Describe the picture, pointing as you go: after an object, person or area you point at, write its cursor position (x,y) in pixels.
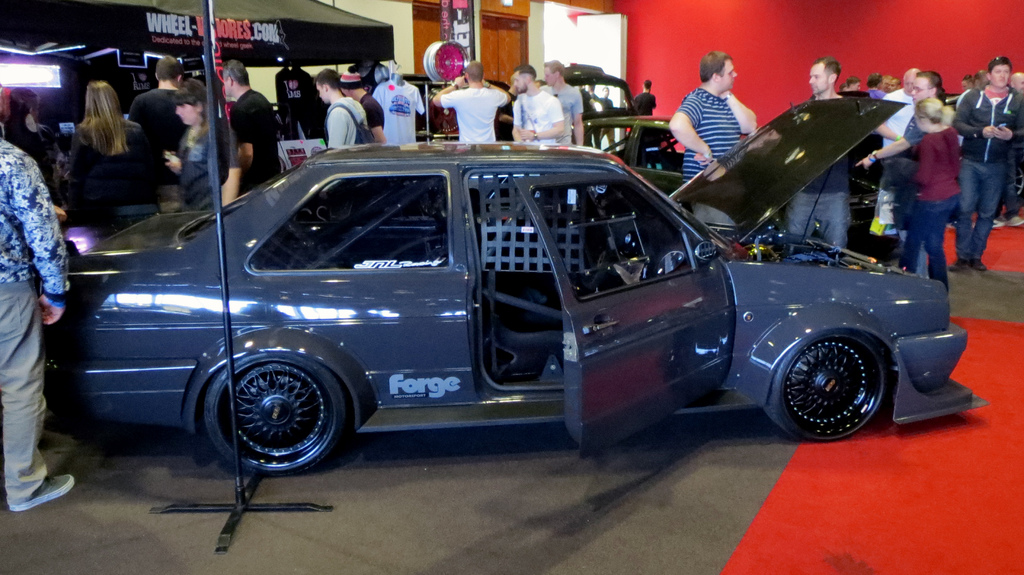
In this picture, we can see a car (564,385) parked on the floor (367,467) and in front of the car (383,231) there is a pole (218,185) and behind the car (374,162) there are groups of people (143,175) standing, cars (631,116) and a stall (132,40) and at the background (660,19) there is a red wall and a banner (449,22).
